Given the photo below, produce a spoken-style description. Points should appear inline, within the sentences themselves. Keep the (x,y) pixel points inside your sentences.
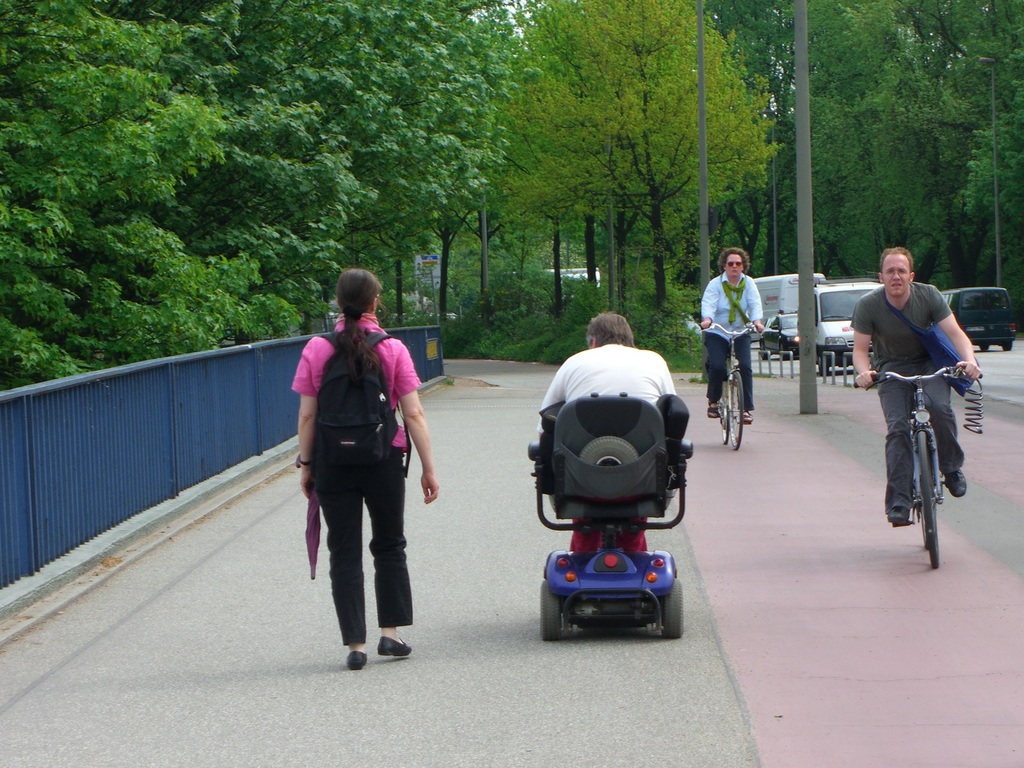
These two persons (746,395) are riding bicycles (929,524) and wearing bag (935,340). This man (598,374) is sitting on a chair (638,441). This woman (395,582) is walking as there is a leg movement and wearing bag (377,387). Far there are number of trees (738,108). Vehicles (988,318) on road (1020,391). This is fence (106,455) in blue color.
